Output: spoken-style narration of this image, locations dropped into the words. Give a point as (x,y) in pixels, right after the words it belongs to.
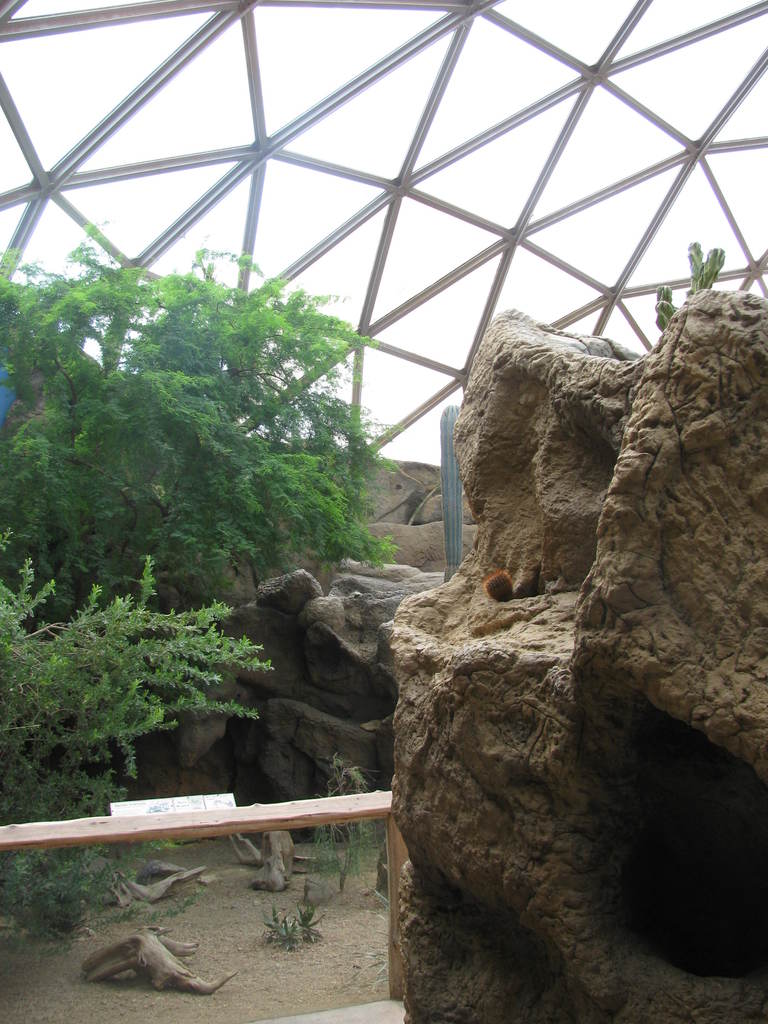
In this picture, it seems like rocks (458,607) on the right side (533,643) and a wooden railing (210,829) on the left side (189,827). There are trees (303,531), trunks (287,872) and a roof (284,256) in the background area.
